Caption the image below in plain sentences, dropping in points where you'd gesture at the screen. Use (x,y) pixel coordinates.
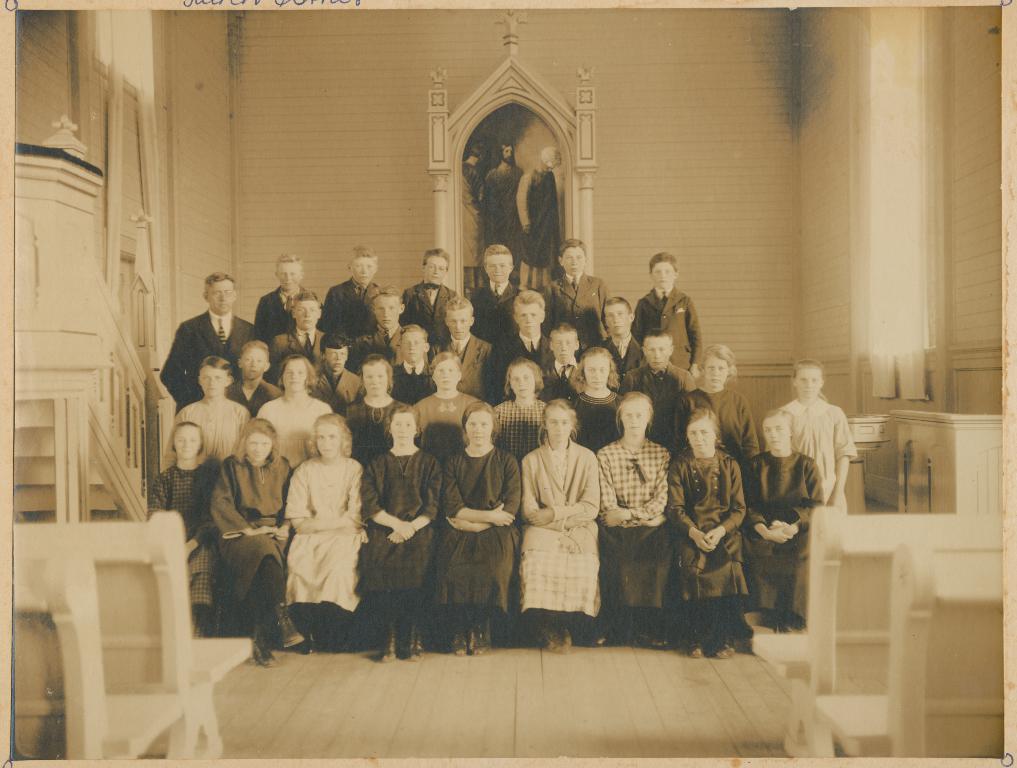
In this image there are many people (398,485) inside a room (345,416). On the wall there is a painting (523,177). On both sides there are benches (188,603). These are windows (886,129) with curtains (905,93).
